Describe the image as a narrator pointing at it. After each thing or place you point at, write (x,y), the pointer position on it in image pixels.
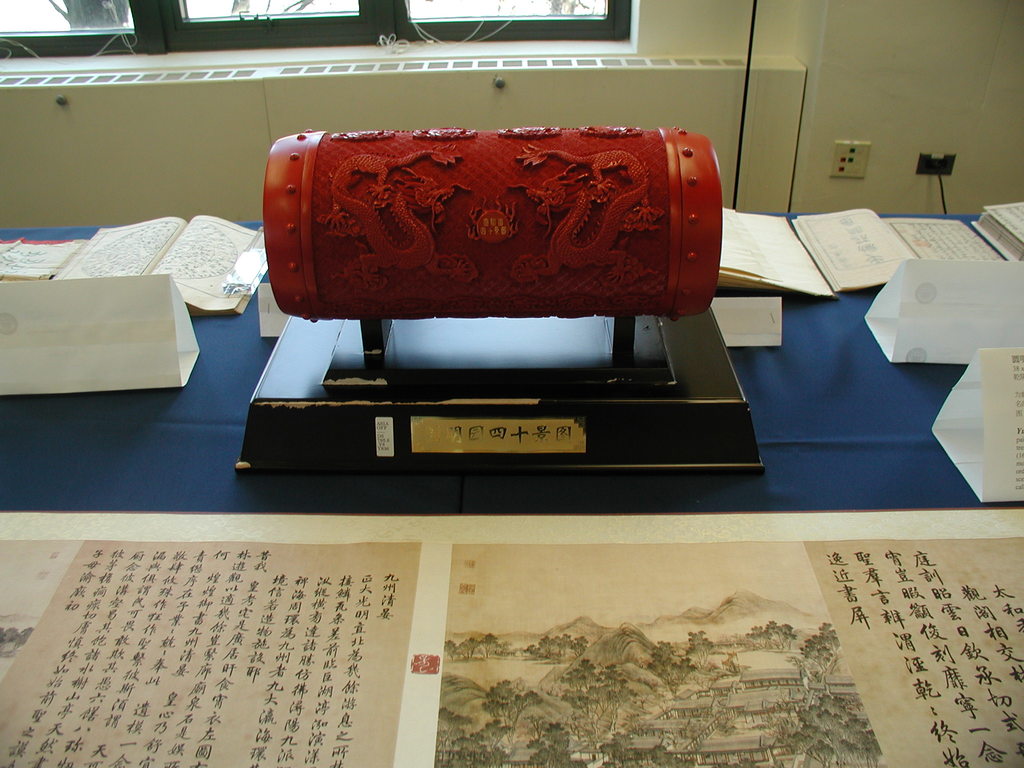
In this image we can see an artifact (300,307), books (852,237) and other objects (19,301) on the blue surface (32,449). In the background of the image (47,33) there is a wall (948,74), windows (76,27) and other objects (707,72). At the bottom of the image (499,551) there are some papers (499,551) with text (172,637) about the artifact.
